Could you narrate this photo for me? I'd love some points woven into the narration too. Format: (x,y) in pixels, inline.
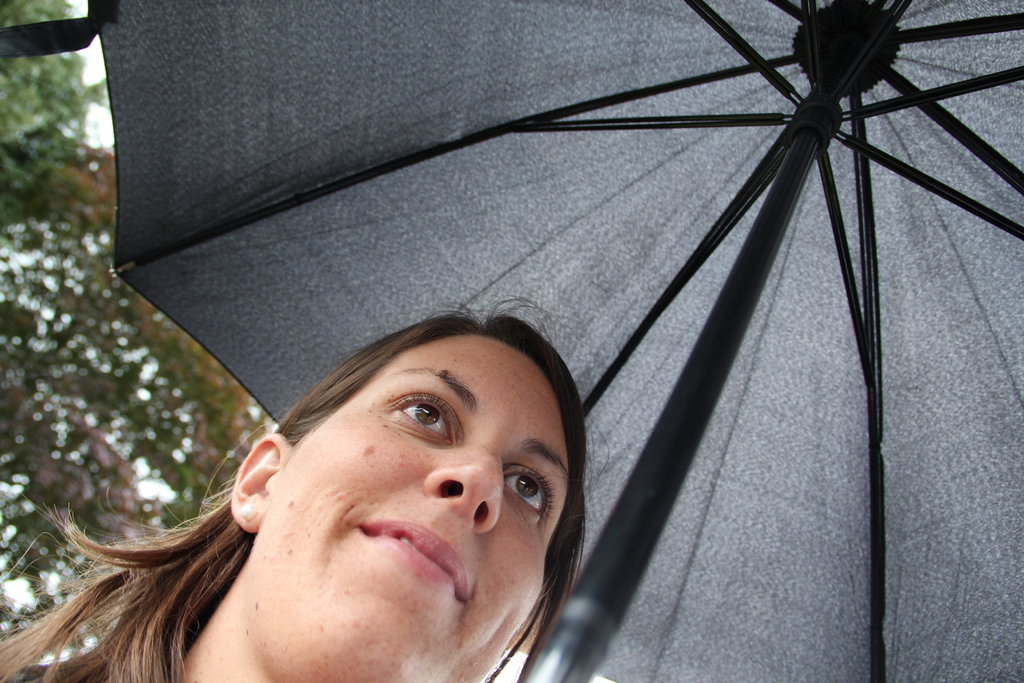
There is a woman (333,503) holding an umbrella (650,501) and smiling. In the background (56,234) there is a tree (70,380).
